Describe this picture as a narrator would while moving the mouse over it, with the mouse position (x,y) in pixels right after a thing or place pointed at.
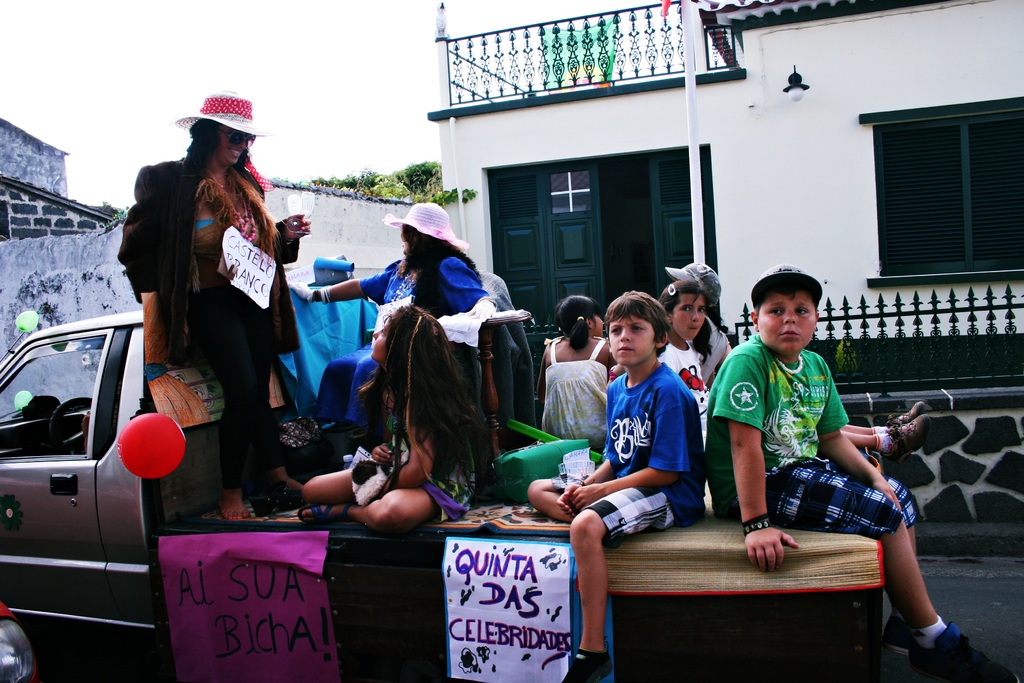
The picture is taken outside of the house (951,178) on the road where one vehicle (371,596) is present, in the vehicle (404,638) there are people (423,502) sitting and one woman (248,362) is standing and wearing a hat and there are some charts (527,676) on which the text (508,624) is written and behind them there is a big house (720,35) and trees (380,190).
